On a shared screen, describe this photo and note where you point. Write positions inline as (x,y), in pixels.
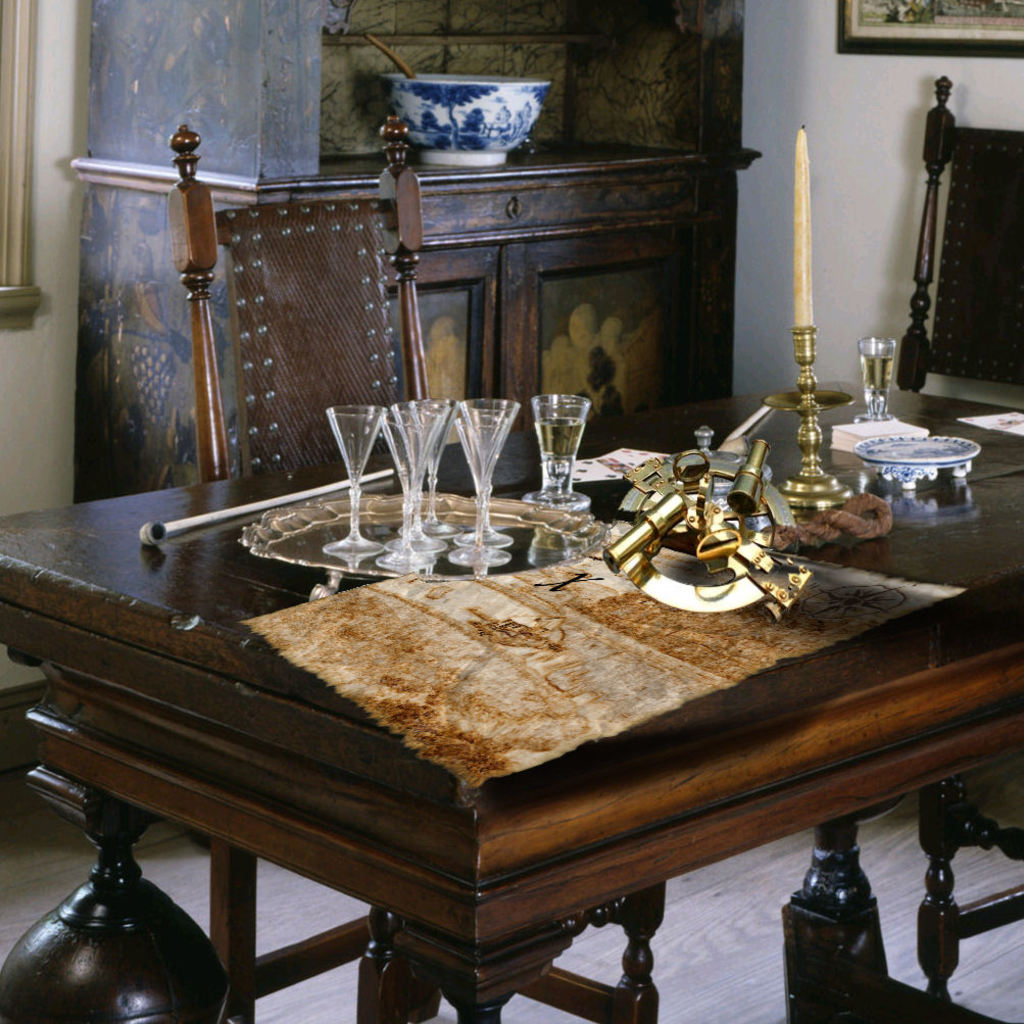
In the middle of this image (415,452), there are glasses (356,468), a candle (808,301) and other objects (962,454) arranged on a table (914,570). Behind this table (949,545), there are two chairs (962,312) arranged on a floor (762,996). In the background (897,4), there is a bowl (470,159) on a wooden cupboard (416,157) and there is a photo frame (912,4) attached to a white wall (841,58).
